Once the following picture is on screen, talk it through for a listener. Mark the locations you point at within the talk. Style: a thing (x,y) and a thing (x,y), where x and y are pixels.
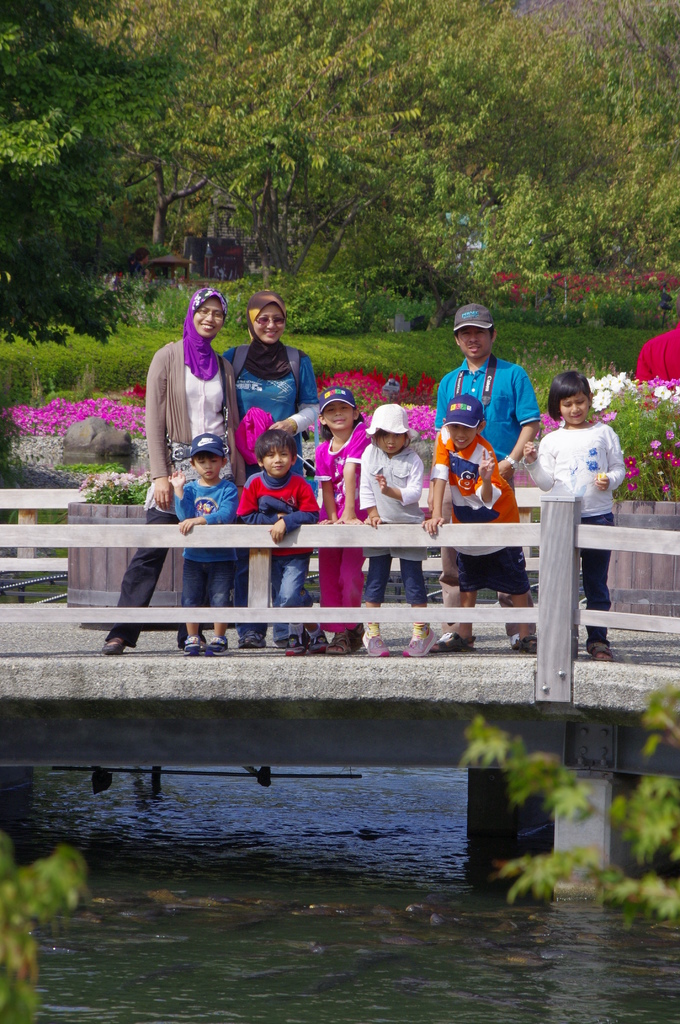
In this picture we can see a bridge (526,664), on this bridge (550,670) we can see a group of people (295,646), under the bridge (561,664) we can see water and in the background (98,306) we can see trees (109,301).
